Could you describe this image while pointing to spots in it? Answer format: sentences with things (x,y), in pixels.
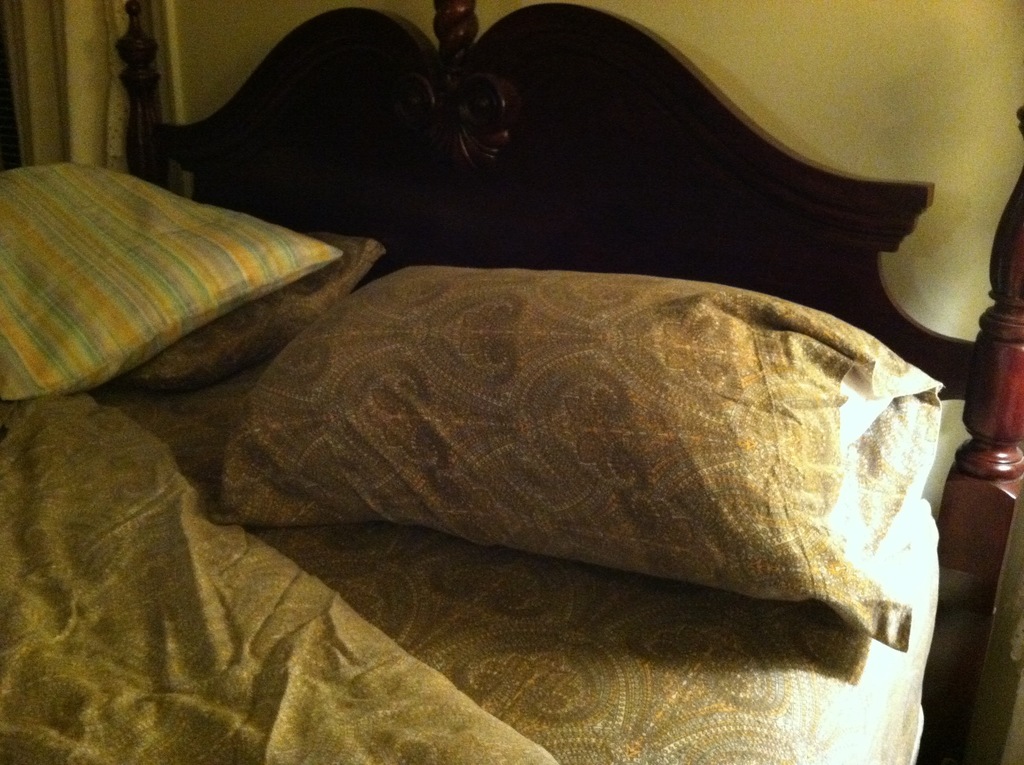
In this image I can see a bed (663,673). On this bed (571,652) there are few pillows (242,349).
